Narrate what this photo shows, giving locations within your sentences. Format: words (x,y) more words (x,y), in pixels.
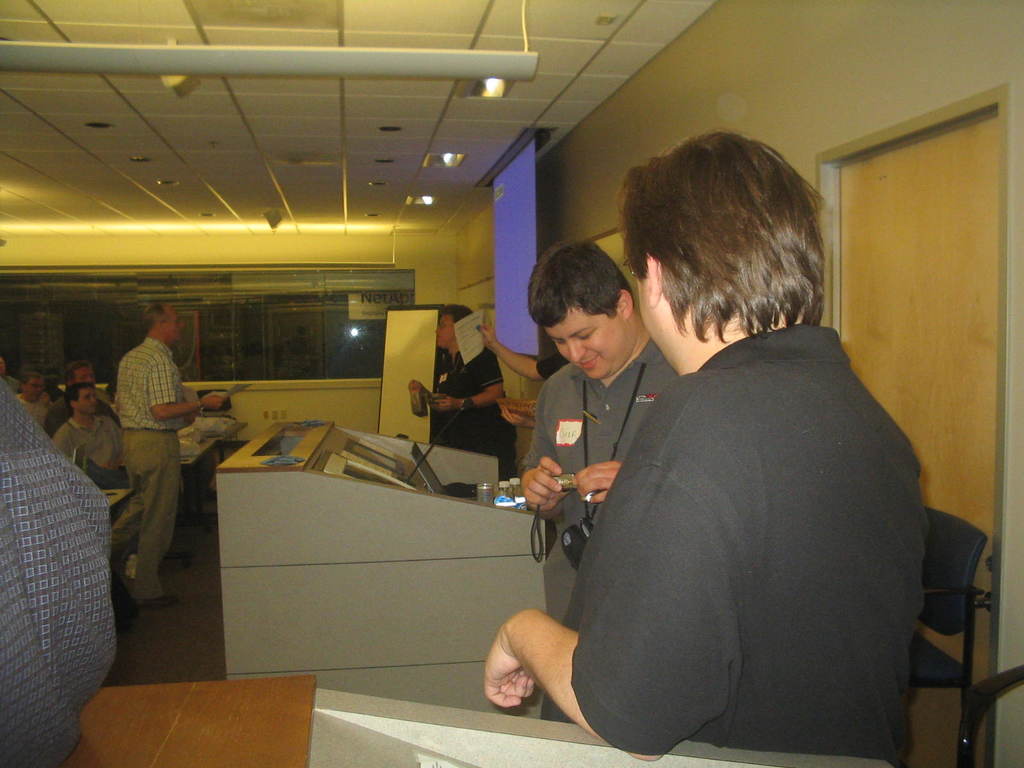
This picture shows people (622,636) standing and few are seated on the chairs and we see a projector screen (534,346) and a man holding a camera (573,490) in his hand (524,485).
